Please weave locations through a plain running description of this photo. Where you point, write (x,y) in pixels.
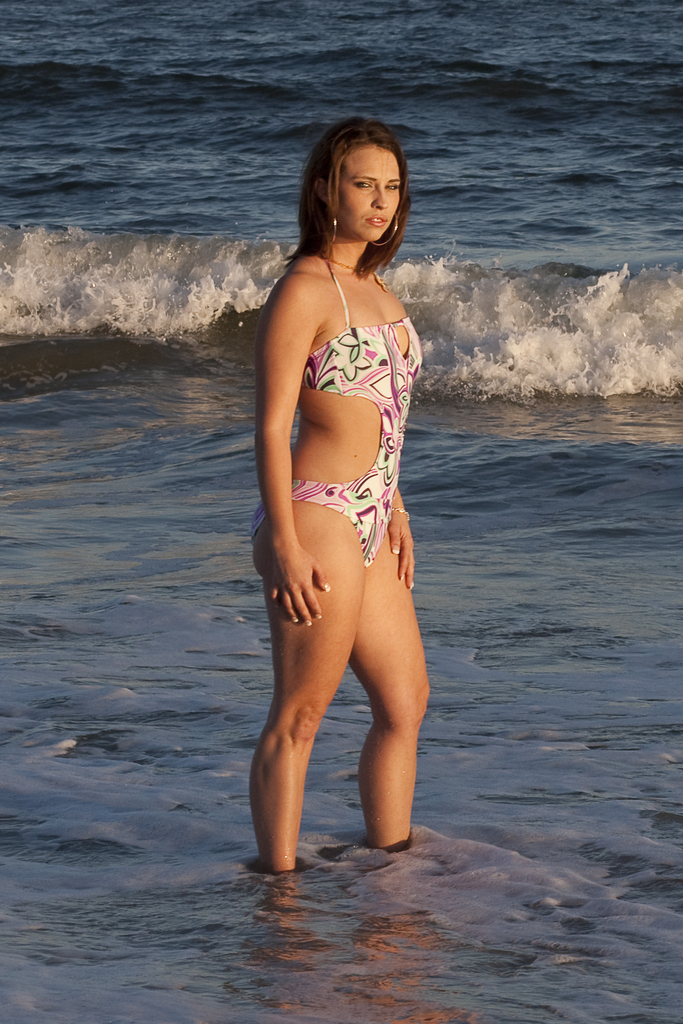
In the middle of this image (350,370), there is a woman (370,224) in a bikini (379,357), standing in the water (181,881). In the background (501,510), there is a tide (230,305) of the ocean (107,82).
